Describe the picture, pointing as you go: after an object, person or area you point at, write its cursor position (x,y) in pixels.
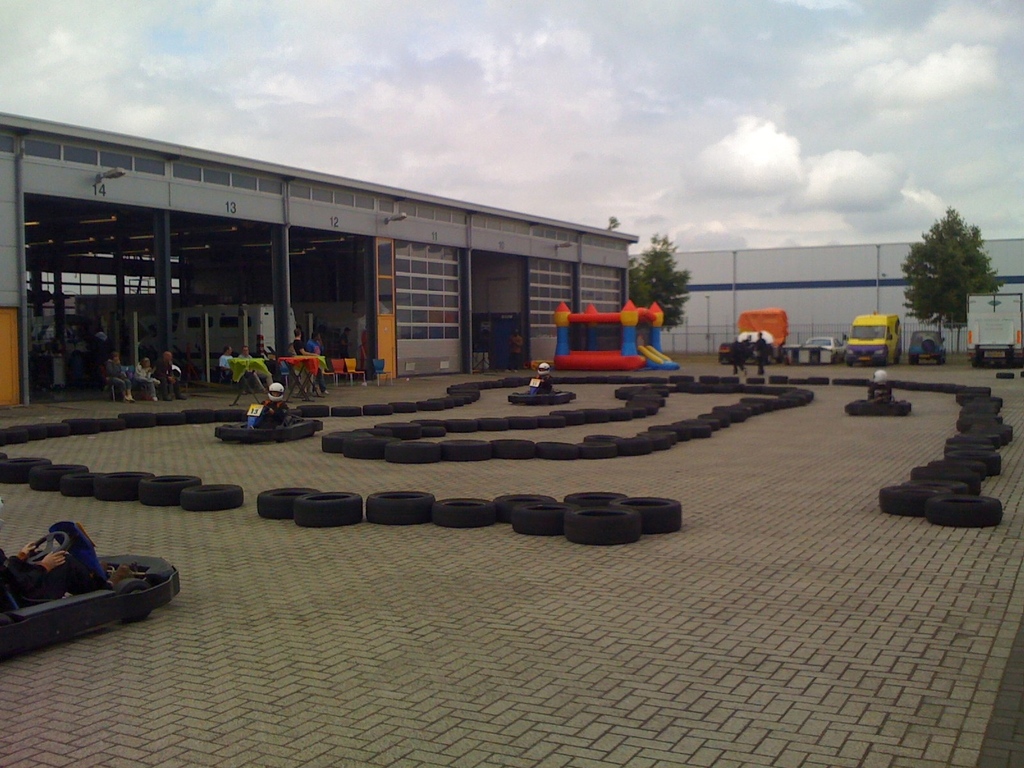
In this image, we can see tyres (597,529), people (122,392), trees (969,270), walls (417,344), pillars (20,333), vehicles (851,353), chairs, inflatable object (660,319) and few things (799,354). Here we can see few people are riding vehicles (102,600) on the path (574,609). Background we can see the cloudy sky (627,120).
